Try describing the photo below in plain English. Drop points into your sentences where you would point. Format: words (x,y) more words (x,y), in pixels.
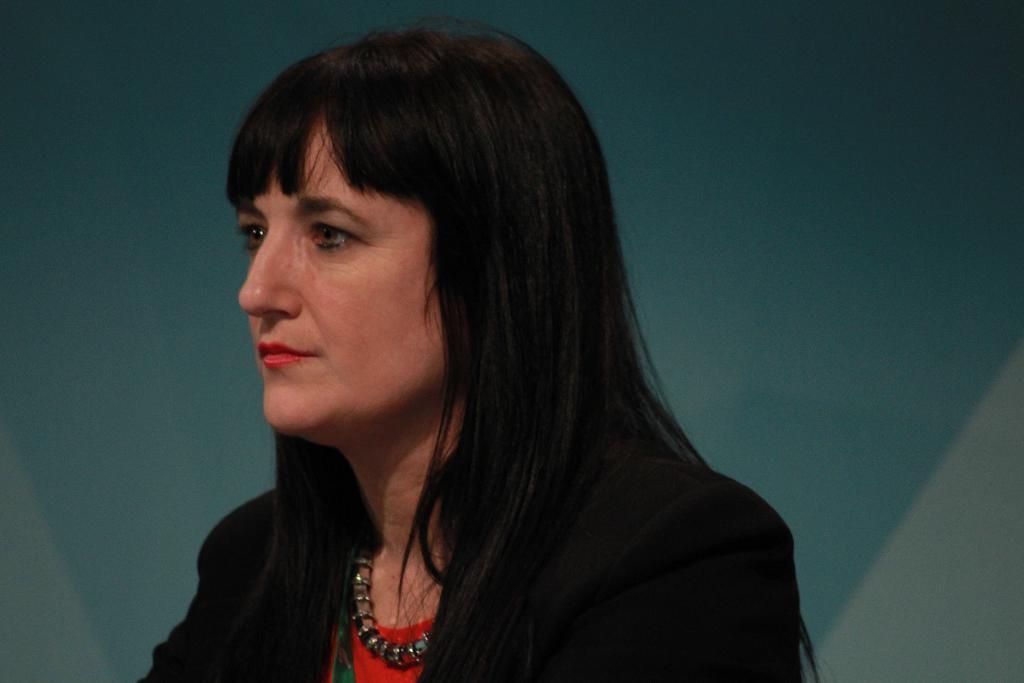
In this picture I can see a woman (271,132) in front (520,324) who is wearing black and red color dress (390,636) and I see a necklace (359,599) around her neck (392,505) and I see the white and blue color background (861,37).
